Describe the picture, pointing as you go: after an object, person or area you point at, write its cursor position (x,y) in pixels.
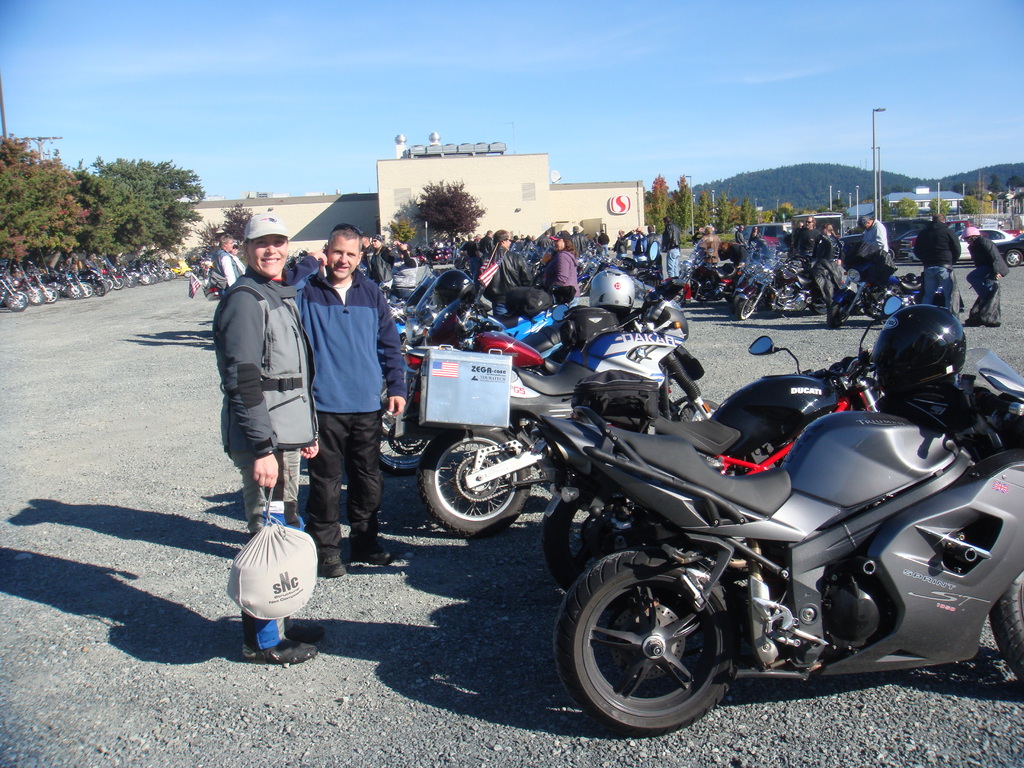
In the image there are many bikes (607,251). In front of the image there is a man (253,252) standing and there is a cap (259,229) on his head (254,257) and he is holding a bag (272,537) in his hand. Beside him there is a man (343,302) standing. And there are many people (811,224) standing. Behind them there are trees (783,210), poles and few buildings (446,184). In the background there are hills (797,183). At the top of the image (679,105) there is sky (515,110).
